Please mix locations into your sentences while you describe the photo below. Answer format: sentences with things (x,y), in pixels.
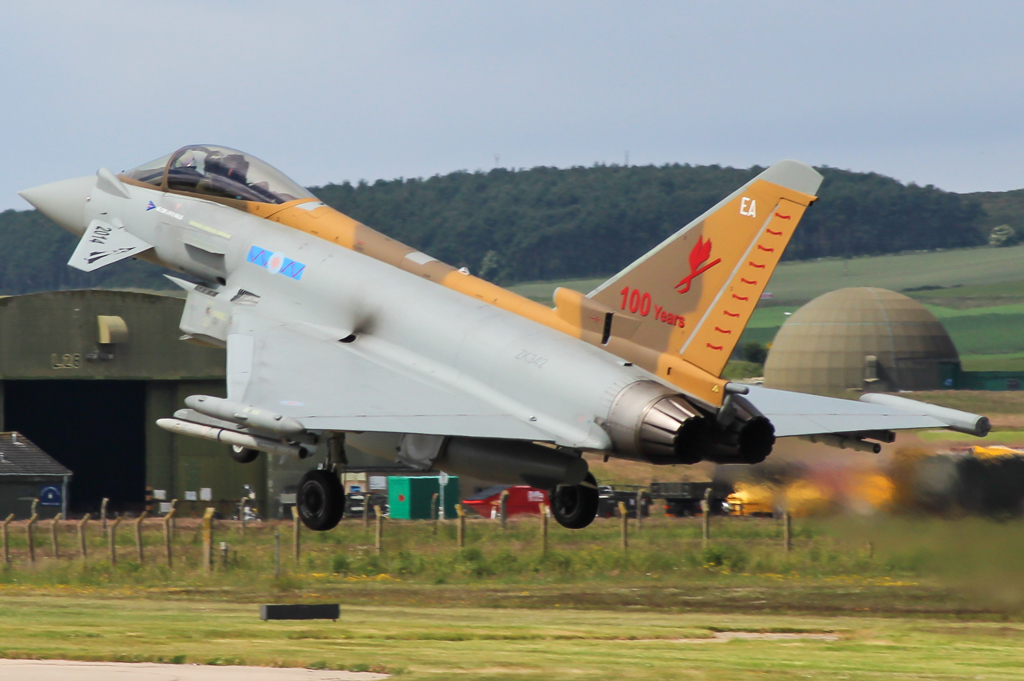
In this picture we can see an airplane (552,397), here we can see poles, sheds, dome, vehicles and some objects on the ground (538,575) and in the background (558,10) we can see trees (1007,204), sky (855,104).
